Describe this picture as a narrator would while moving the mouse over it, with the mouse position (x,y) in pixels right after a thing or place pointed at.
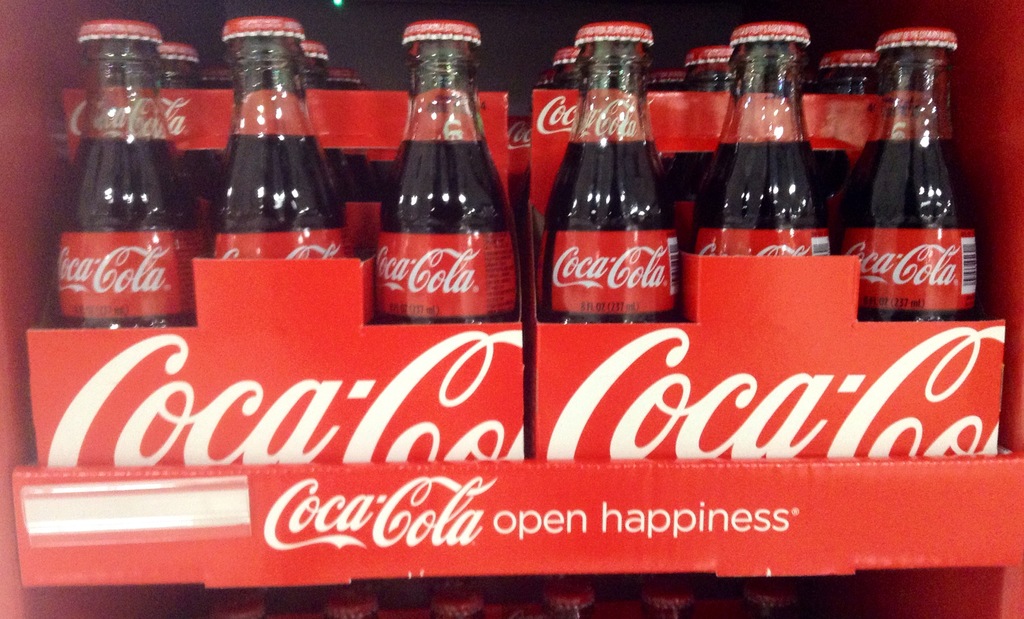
In this picture, There are some coca cola cool drinks bottle (893,209) which are in black color, There is a red color coca cola box (249,432).
